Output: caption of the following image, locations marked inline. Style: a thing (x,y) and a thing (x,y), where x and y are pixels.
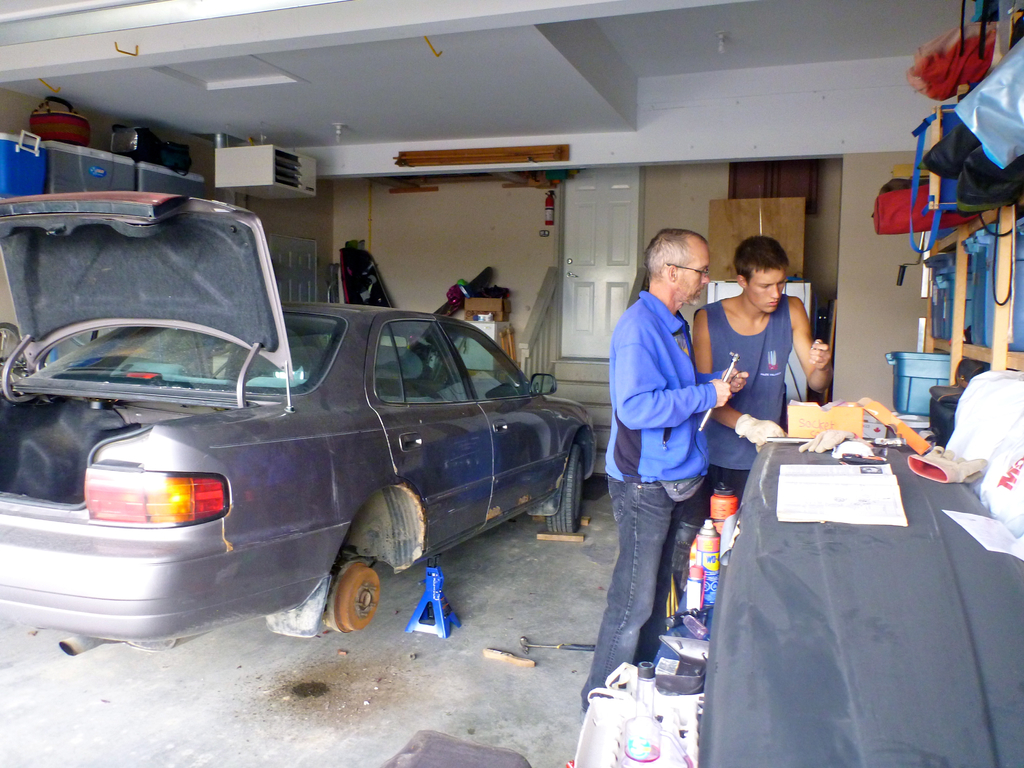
In the image we can see there are people (655,398) standing and a man (692,450) is holding small iron rod (724,377) in his hand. There is car (315,453) parked on the ground (474,667) and there are spray bottles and there is a bag (927,188) kept on the shelf (999,325). Behind there is a door (593,235) and there are stairs (598,391).
